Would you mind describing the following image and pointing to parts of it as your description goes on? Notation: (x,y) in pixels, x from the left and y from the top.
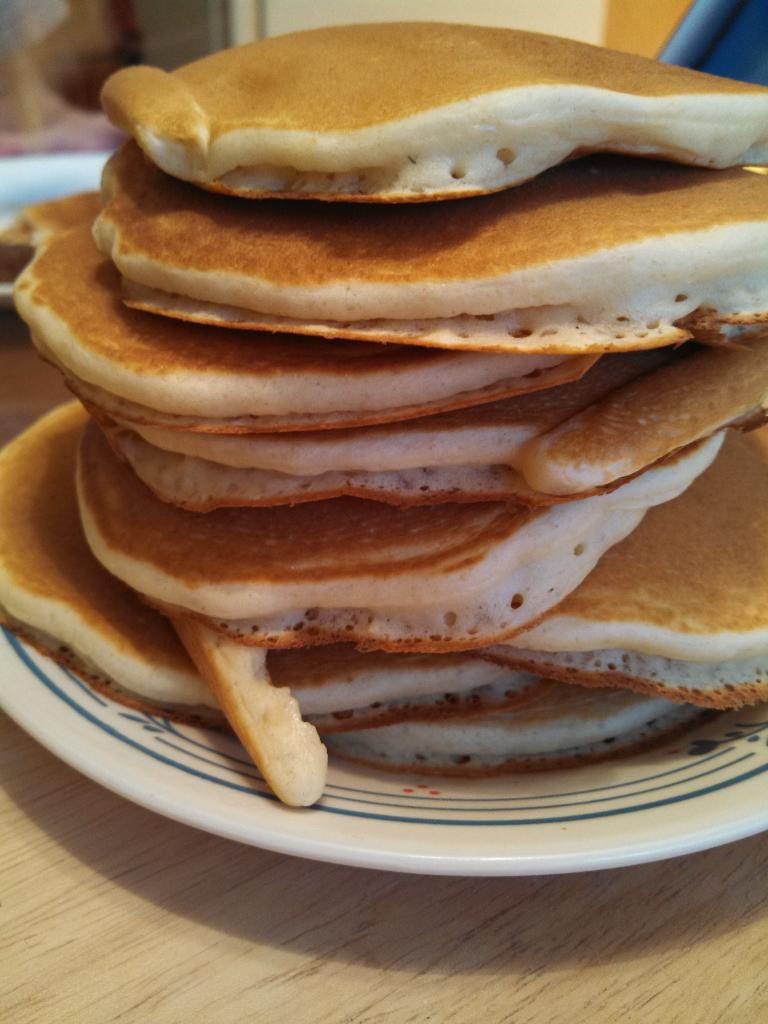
In this image I can see a cream colored surface (235,936) and on it I can see a plate (524,860) which is white in color. On the plate (515,837) I can see few pancakes (461,201) which are brown and white in color. In the background (68,87) I can see the cream colored wall (598,32) and few other objects (716,44).
